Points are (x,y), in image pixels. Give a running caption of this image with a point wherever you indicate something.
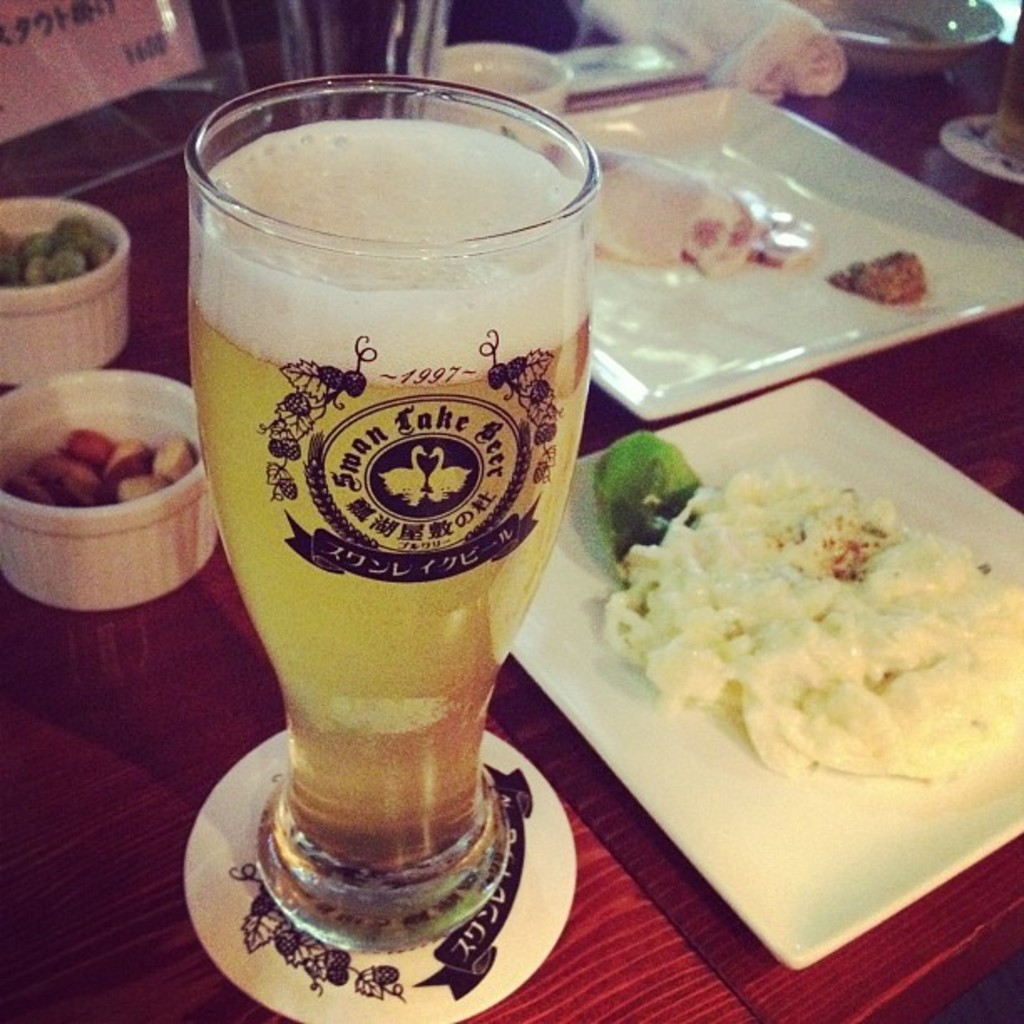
In this picture I can see food items (695,657) on the plates (724,365) and in the bowls (130,527), there is a glass (485,482) of beer (422,855) and there are some objects (907,44) on the table (22,742).
